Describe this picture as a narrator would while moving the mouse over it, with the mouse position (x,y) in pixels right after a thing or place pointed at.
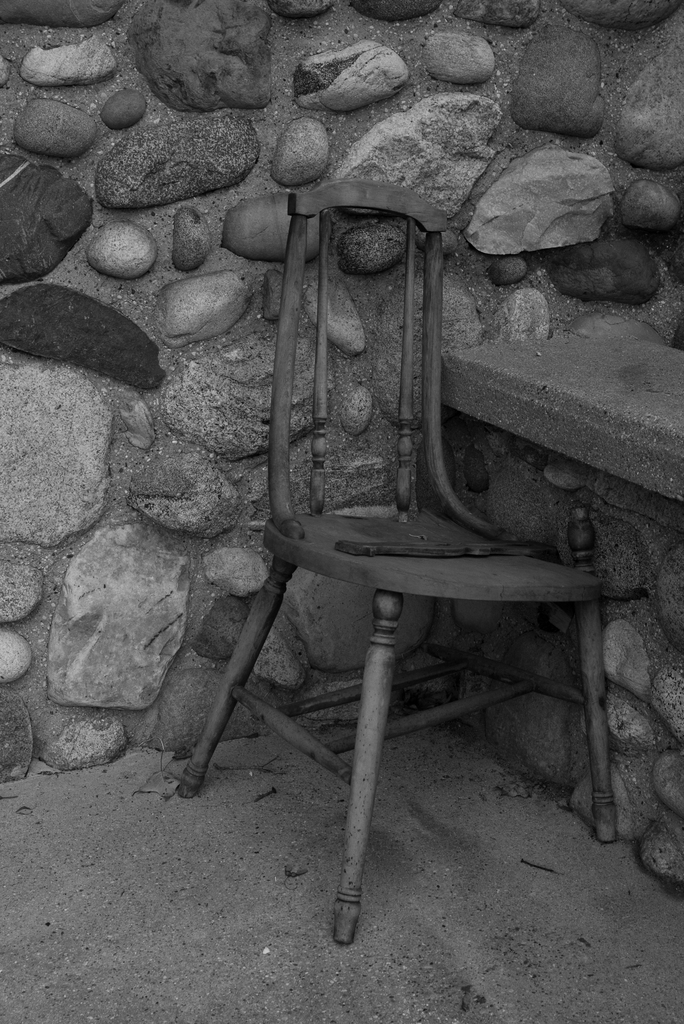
In this image I can see the black and white picture in which I can see a chair (538,580) on the floor (214,1003). In the background (86,530) I can see a wall (115,423) which is made up of rocks (86,487).
